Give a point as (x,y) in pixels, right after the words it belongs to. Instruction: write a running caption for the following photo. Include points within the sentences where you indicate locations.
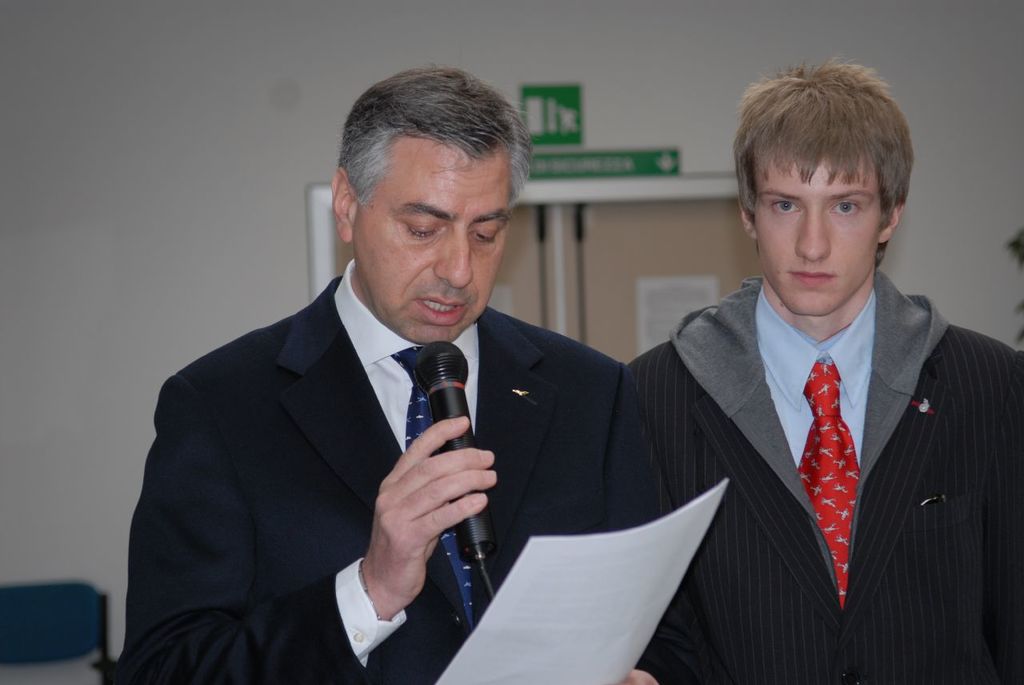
In this image we can see two persons (496,397) standing, one chair (71,623), two papers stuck to the door (538,242), two green name boards (564,118) are attached to the white wall (146,177) above the door (611,267) one person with blue tie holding a microphone (458,402) with paper (561,602) and reading.
